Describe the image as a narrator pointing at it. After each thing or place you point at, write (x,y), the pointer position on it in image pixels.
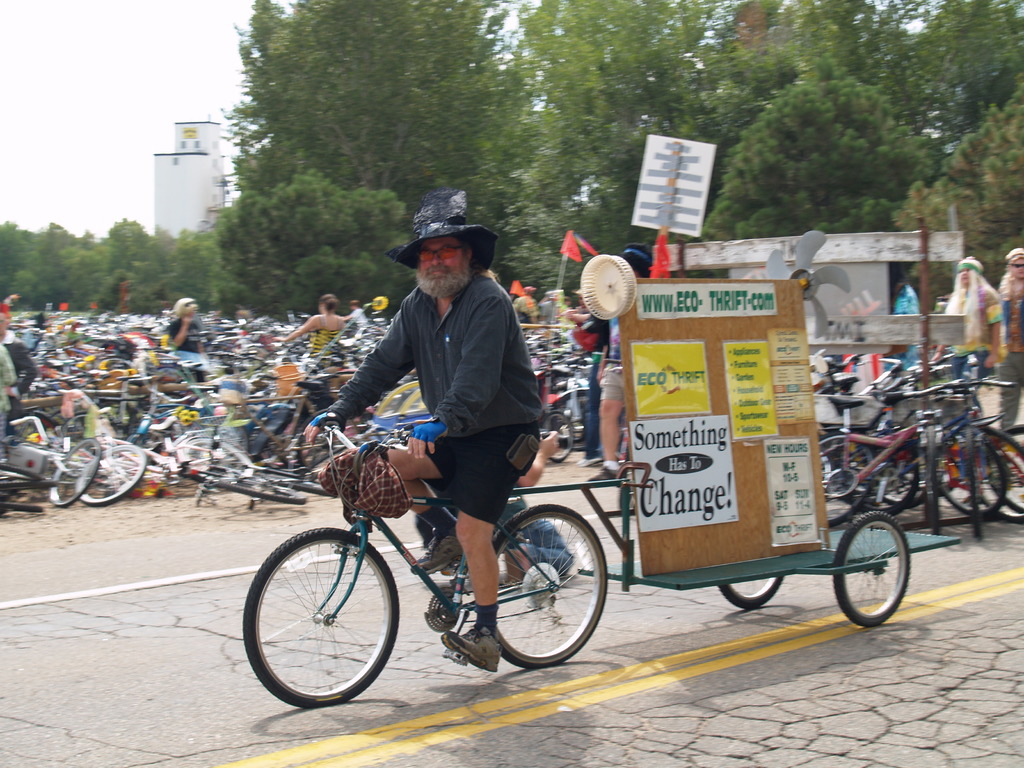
In this image we can see bicycles (449,595), people (620,371), boards (674,432), flags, road (841,711), trees (12,288), and a building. In the background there is sky (51,128).
